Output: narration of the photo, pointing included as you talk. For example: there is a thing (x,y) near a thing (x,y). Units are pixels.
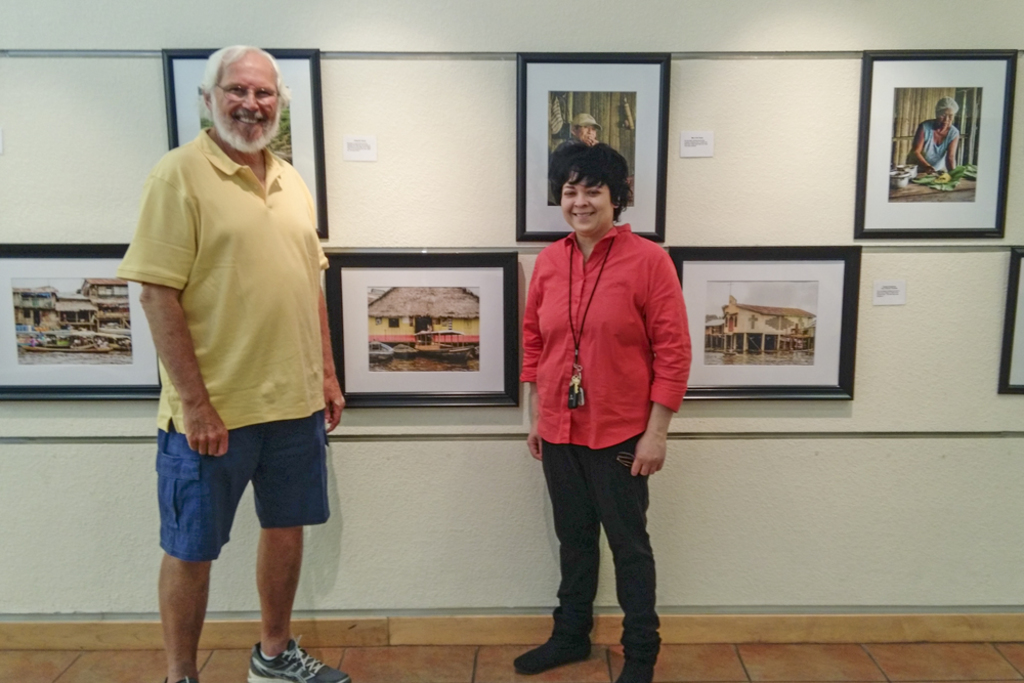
In this image we can see a man (188,204) and a woman (571,248) standing on the floor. Beside them we can see a wall (407,201) and wall hangings (813,358) attached to it.
